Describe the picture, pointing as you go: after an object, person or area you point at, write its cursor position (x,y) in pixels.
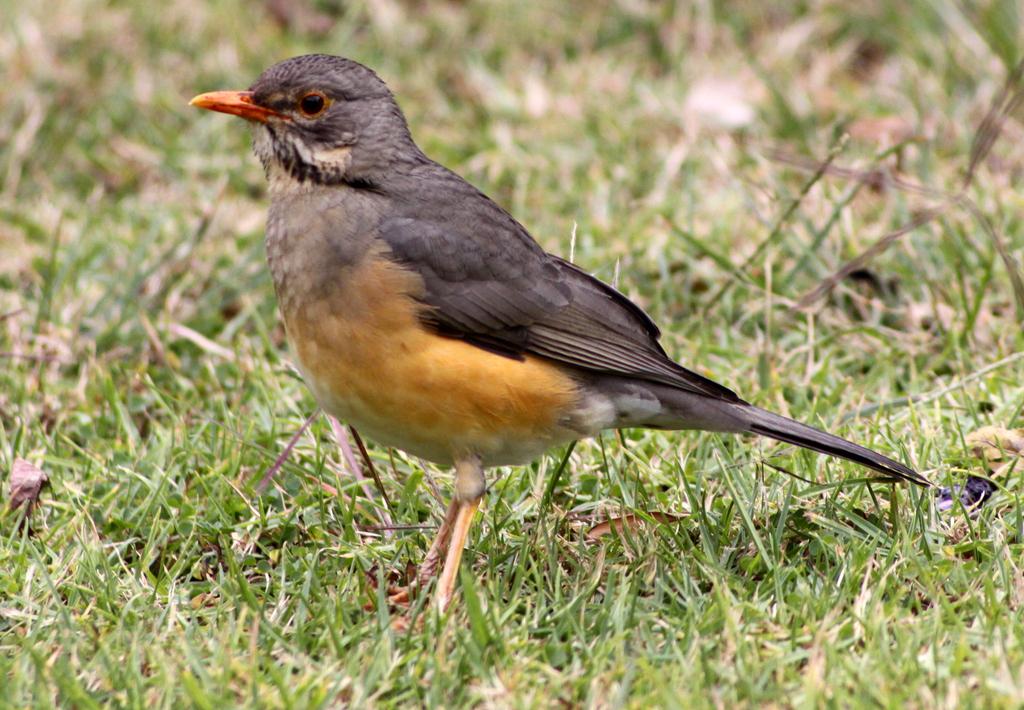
In this image I can see a bird (435,300) and there is grass (104,416).
